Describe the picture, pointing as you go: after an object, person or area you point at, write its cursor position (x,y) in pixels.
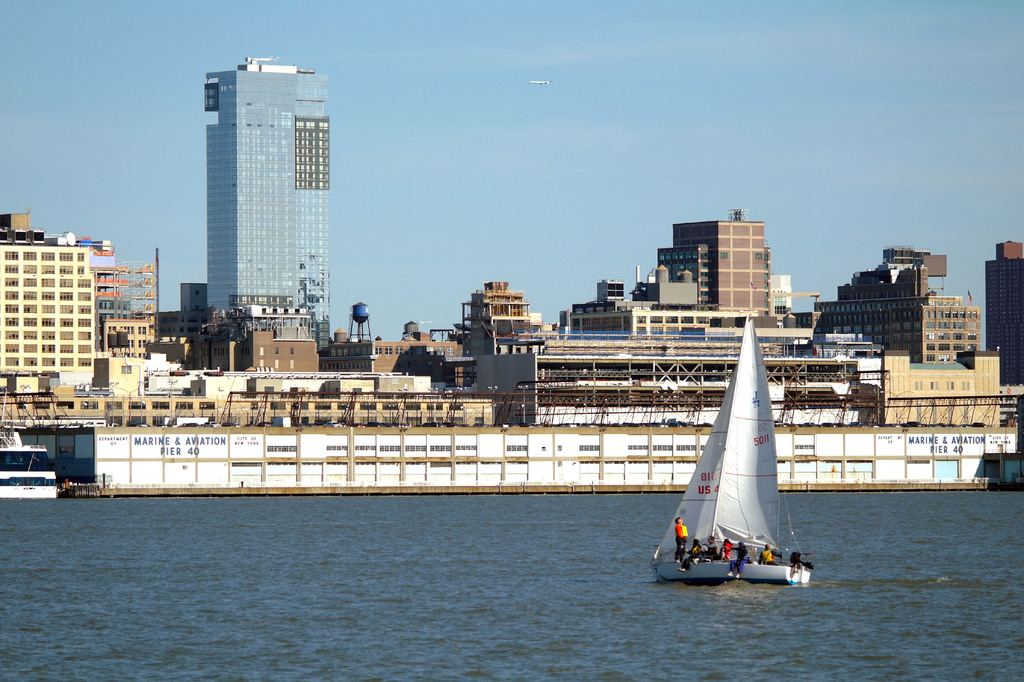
In this image we can see a few people (770,547) sailing on the boat (749,565), which is on the water (611,577), there are some buildings (522,292), windows (300,263), also we can see the sky (647,176).
